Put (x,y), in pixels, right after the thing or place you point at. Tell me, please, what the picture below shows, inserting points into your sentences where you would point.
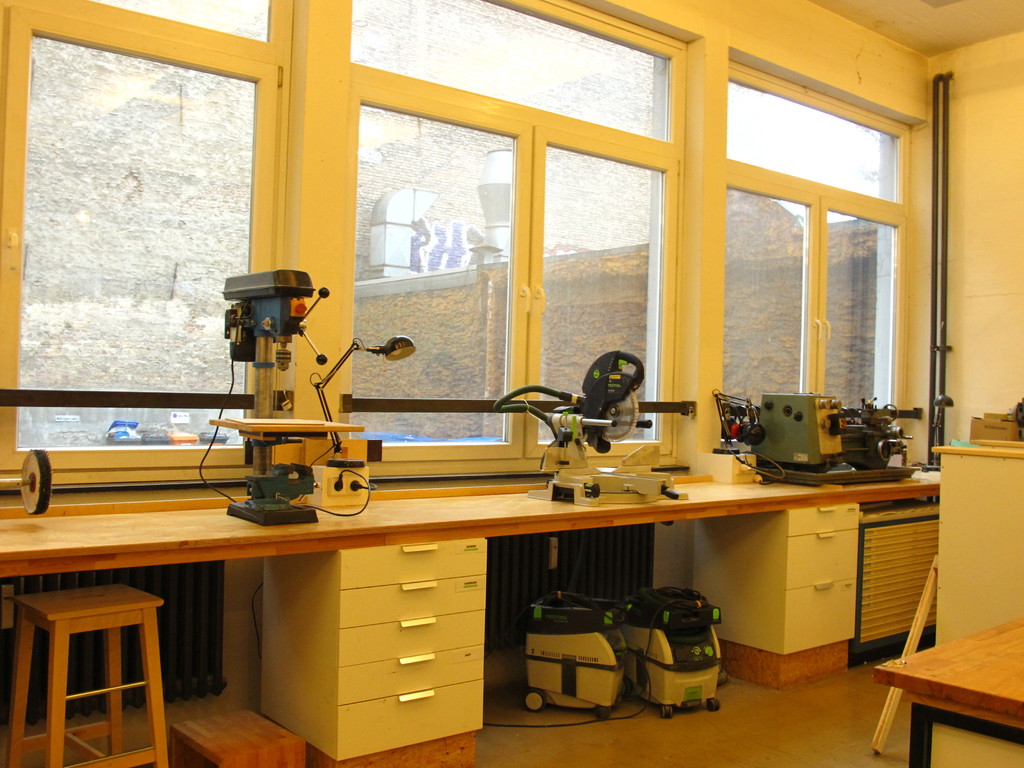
This picture is of inside the room (560,543). In the center (414,512) there is a table (507,530) on the top of which some machines (262,377) are placed and there are two machines (591,626) and a stool (64,617) placed under the table (400,542). On the right (997,649) we can see another table (997,649). In the background (999,88) there is a wall (974,128), metal rods (938,183), windows (733,193), through the window (595,208) we can see a stone wall (164,175) and some items (483,210) placed on the top of the shelf (995,455).
